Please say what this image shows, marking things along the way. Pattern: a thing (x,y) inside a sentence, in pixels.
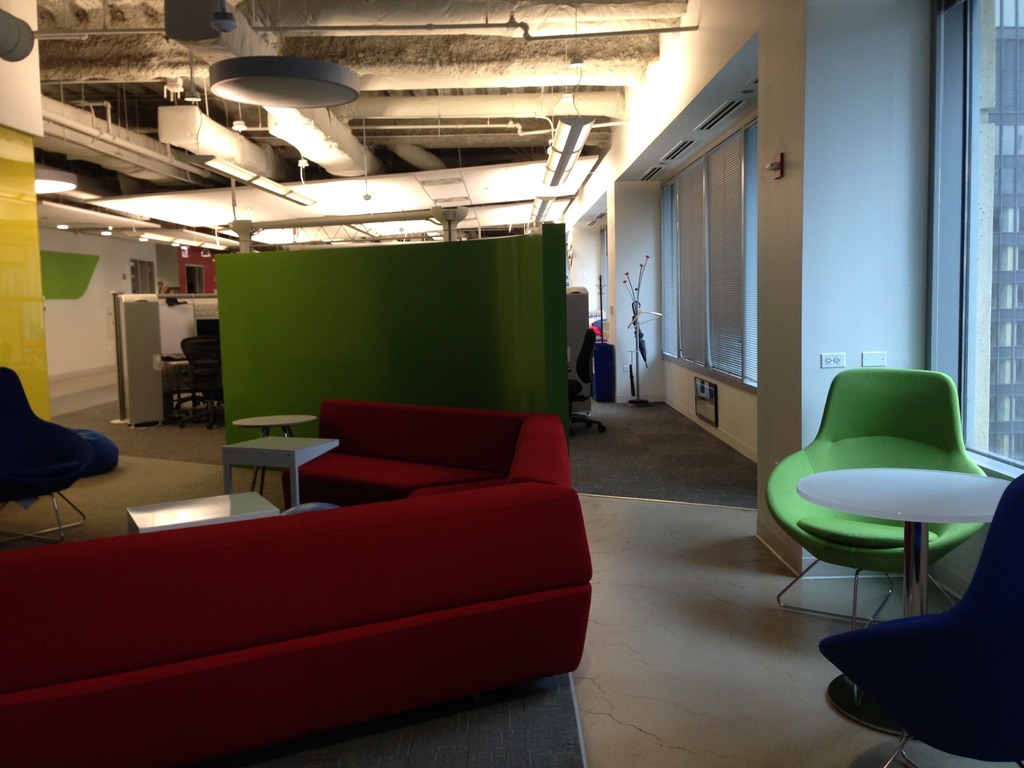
It is inside office (461,88) in front of it, there is a chair (850,453) in front of it there is also a table (870,487) to the left side (230,557) in red color sofa (309,485) there are also few tables (219,512) in front of the sofa (322,456) behind it there is a green color wall (226,422), in the background (120,258) there are windows (724,254) and white color wall (773,58).
